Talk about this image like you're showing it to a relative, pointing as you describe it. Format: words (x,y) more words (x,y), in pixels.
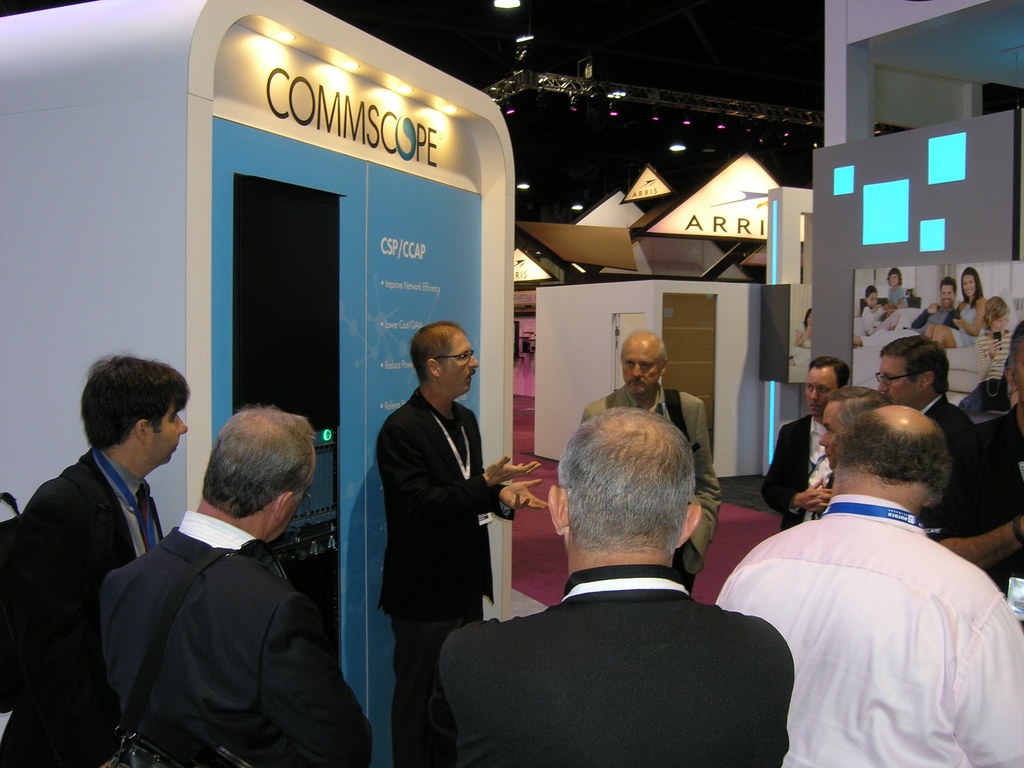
In this picture we can see some people (625,495) standing in the front (876,465), a man (436,469) in the middle (455,453) is speaking something, in the background (967,317) there is a poster (967,299), we can see lights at the top of the picture (635,116), there is some text (333,128) here.
